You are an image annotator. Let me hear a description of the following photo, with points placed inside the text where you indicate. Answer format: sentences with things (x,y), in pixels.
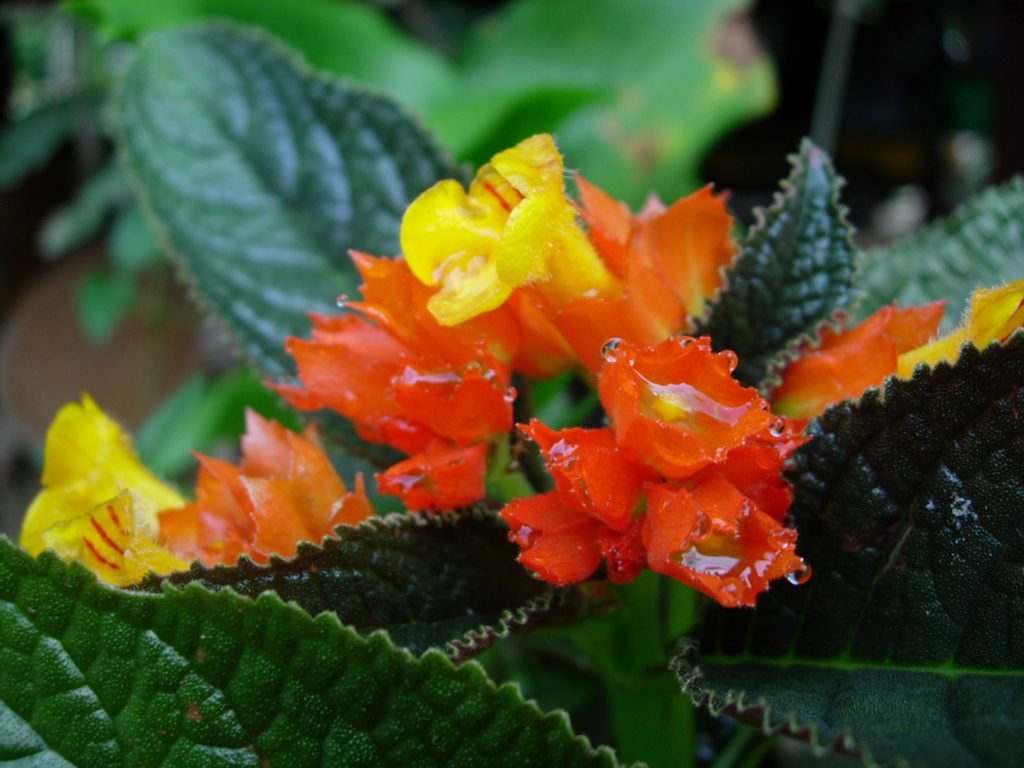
In this picture we can see few flowers (507,355), leaves (546,392) and blurry background (688,119).
